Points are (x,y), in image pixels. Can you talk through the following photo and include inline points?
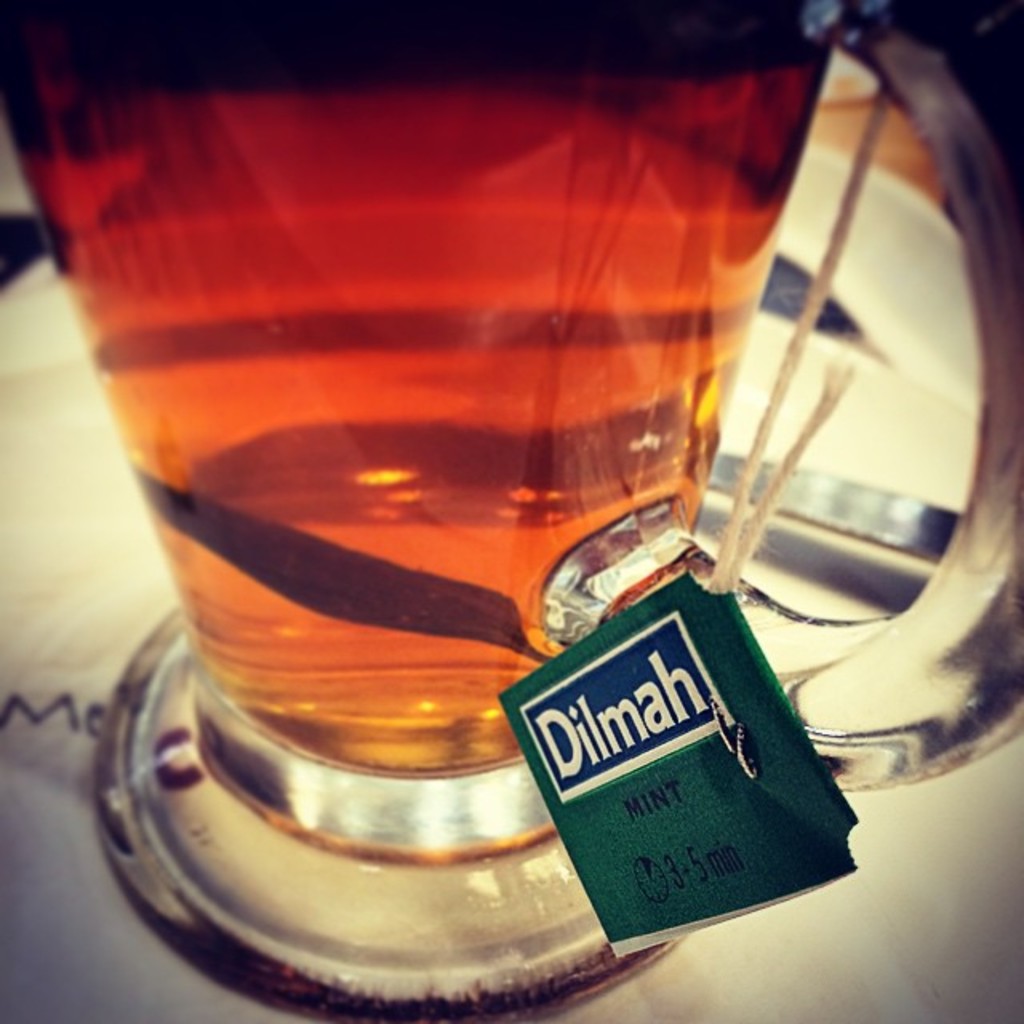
In the image there is a teacup (297,257) with tea bag (829,278) and spoon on a plate (25,427).
